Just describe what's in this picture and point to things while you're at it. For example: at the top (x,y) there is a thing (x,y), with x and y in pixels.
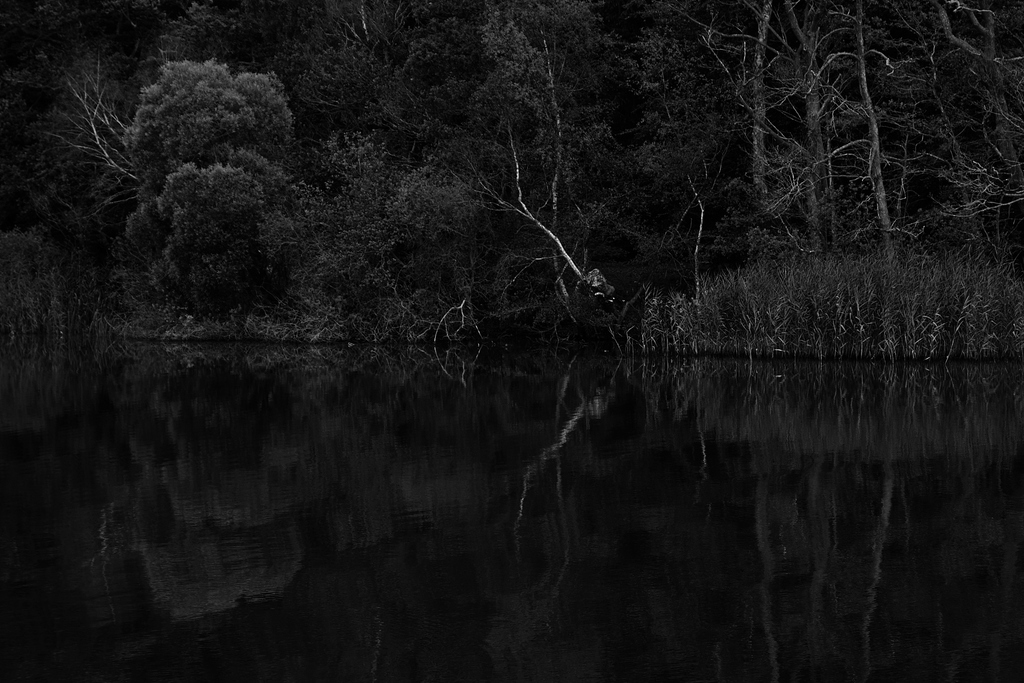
It is a black and white image, at the bottom (589,544) there is water (528,552). In the middle (419,312) there are trees (673,155) in this image.
